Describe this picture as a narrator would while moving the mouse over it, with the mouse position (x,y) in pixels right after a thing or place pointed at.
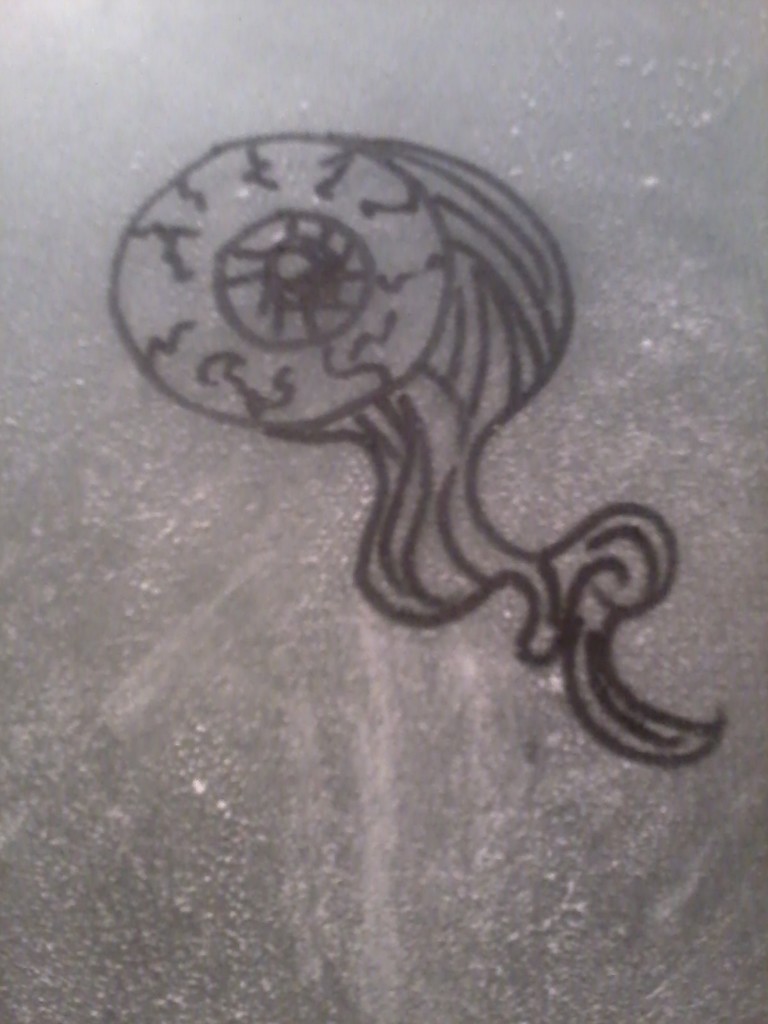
We can see black painting (482,393) on the surface (195,705).
